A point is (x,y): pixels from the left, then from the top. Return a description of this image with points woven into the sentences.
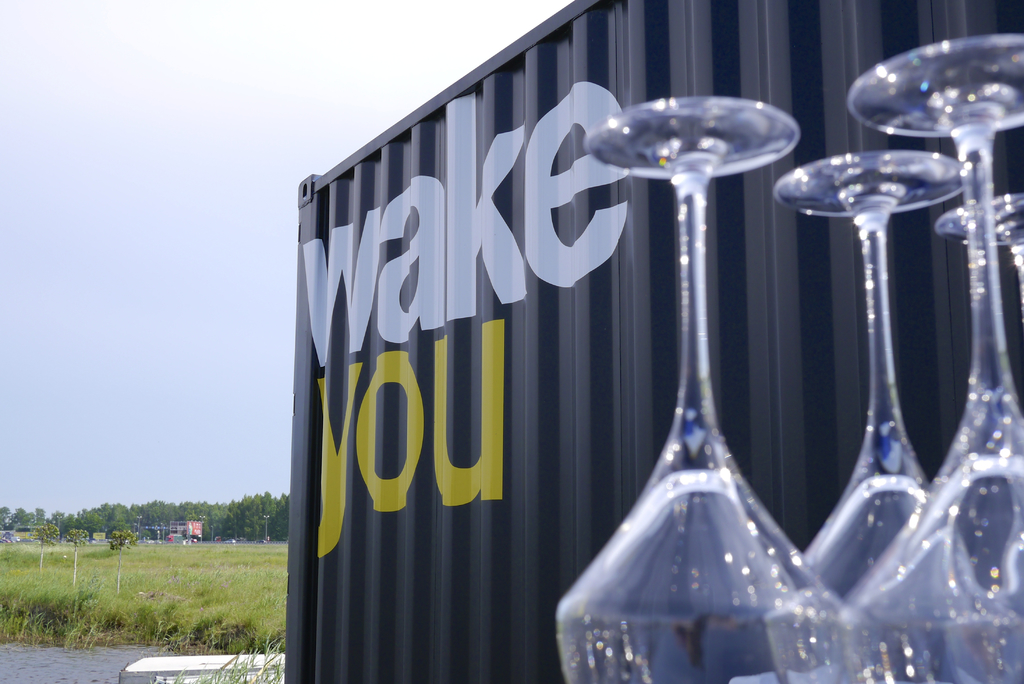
We can see glasses (977,470) and a metal thing (545,415) present on the right side of this image (828,323) and the sky (202,188) is in the background (206,162). There is a field (181,601) and trees (122,545) are present at the bottom of this image (138,571).
